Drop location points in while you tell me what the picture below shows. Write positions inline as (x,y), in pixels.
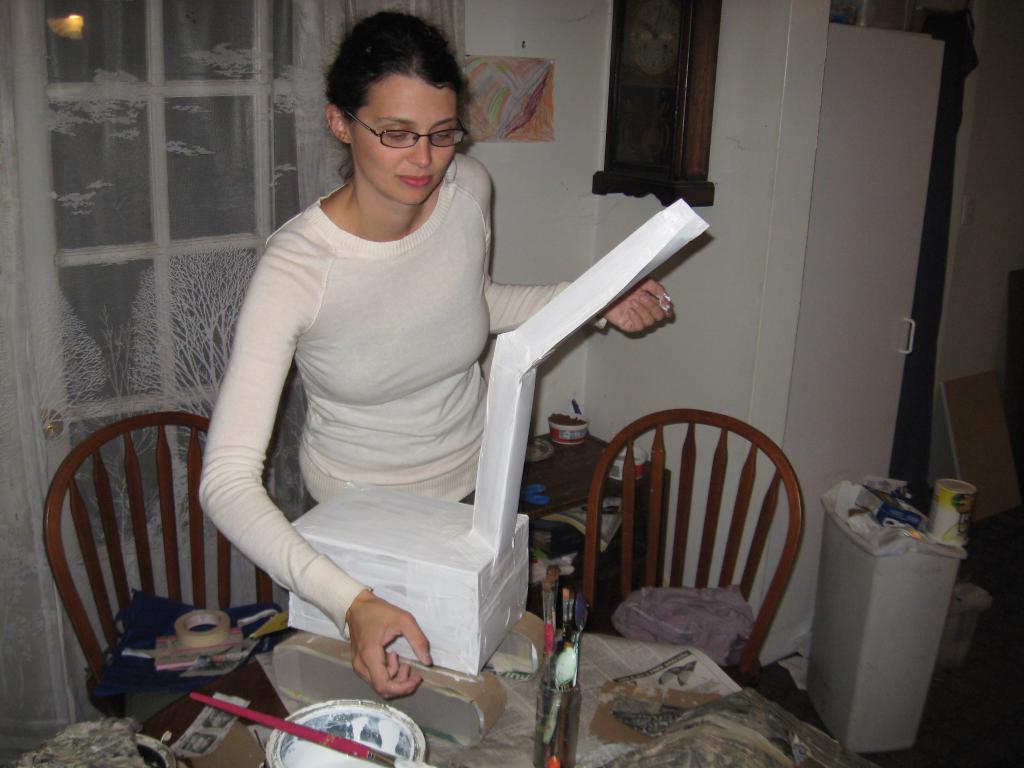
As we can see in the image there is a white color wall (731,234), window (189,190), woman (416,186) standing over here and there are chairs (72,549) and tables (609,696). On table (516,735) there are brushes (330,748) and a box (472,595).
